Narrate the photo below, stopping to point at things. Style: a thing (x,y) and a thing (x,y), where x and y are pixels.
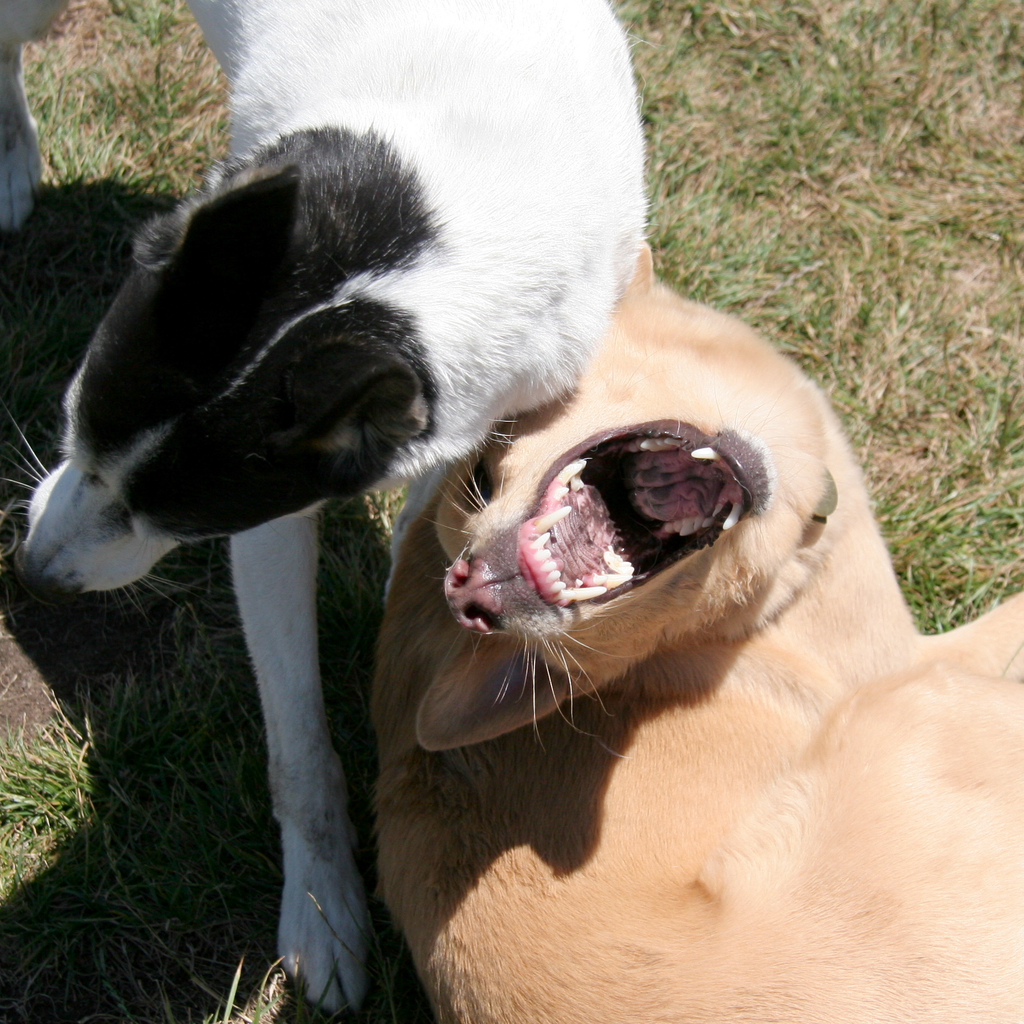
In this image I can see grass ground (875,204) and on it I can see two dogs (491,459). I can see colour of one dog (585,575) is cream and colour of another dog (521,138) is black and white.
